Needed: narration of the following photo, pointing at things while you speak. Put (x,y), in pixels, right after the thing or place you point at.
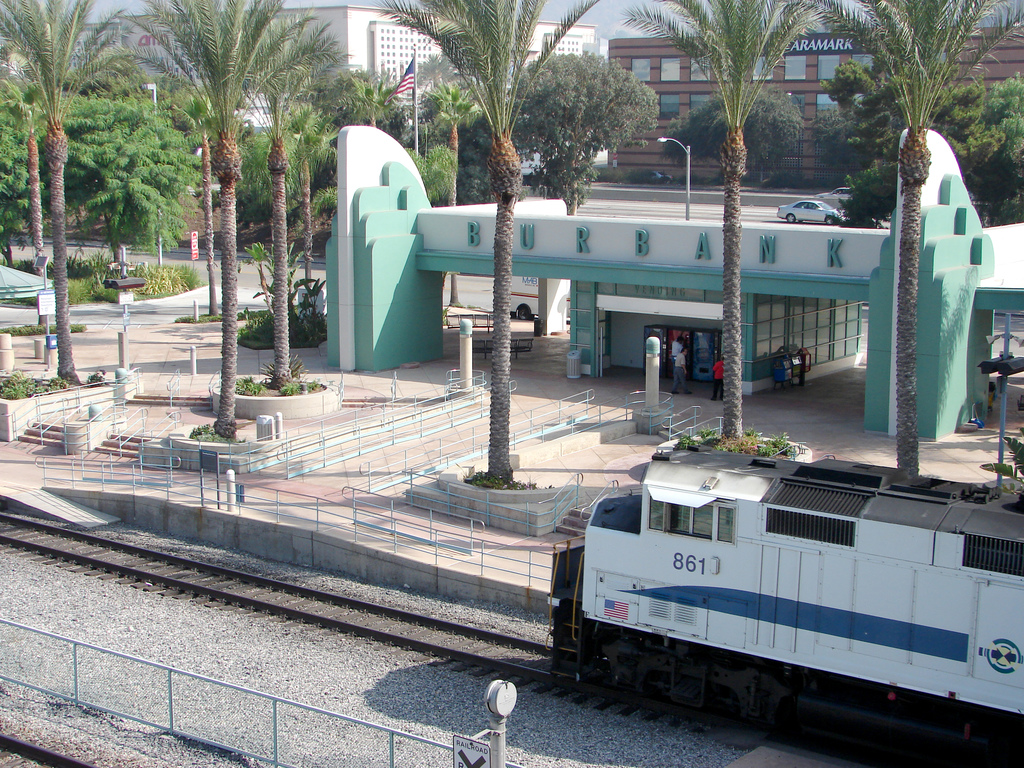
In this image, we can see buildings (332,14), trees (894,107), lights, poles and there is a flag (403,91) and we can see people (675,361), plants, boards (127,277), railings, a car (797,214) on the road (683,209) and there are tracks (442,632) and there is a train (626,620). At the top (550,3), there is sky (600,34).
